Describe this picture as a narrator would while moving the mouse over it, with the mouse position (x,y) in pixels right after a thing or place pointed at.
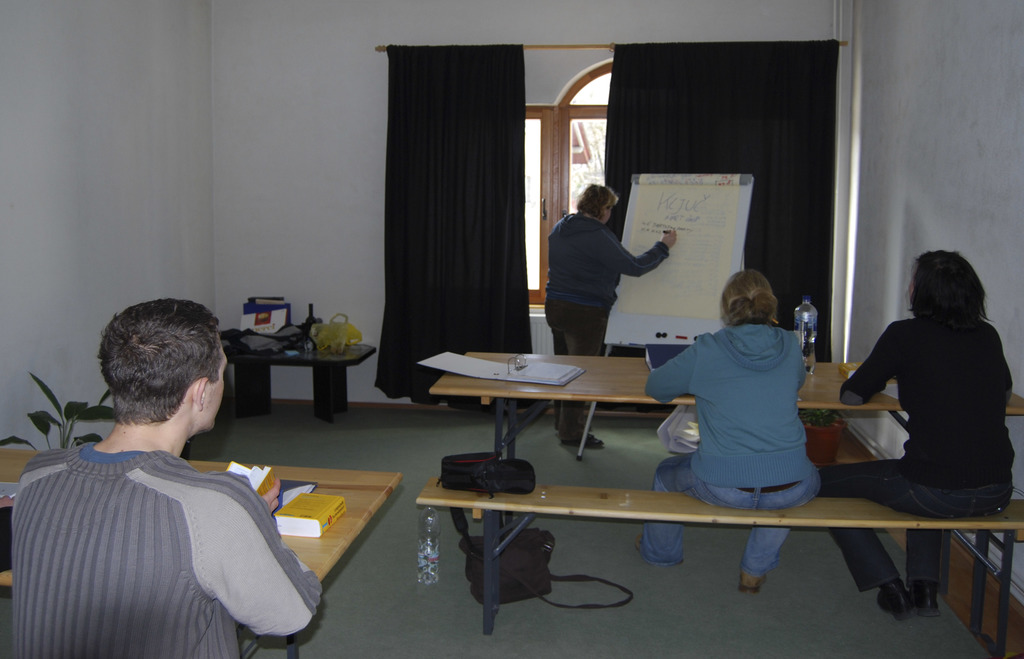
In this image can see a person (615,260) writing something on the board (677,212). Here we can see three persons (678,370) sitting on benches (497,515) and they are paying attention to this person (607,245). This is a wooden table (595,378) where a file (542,373) and a water bottle (809,298) are kept on it. Here we can see a window (559,153) which is bounded with a curtain (758,151).
